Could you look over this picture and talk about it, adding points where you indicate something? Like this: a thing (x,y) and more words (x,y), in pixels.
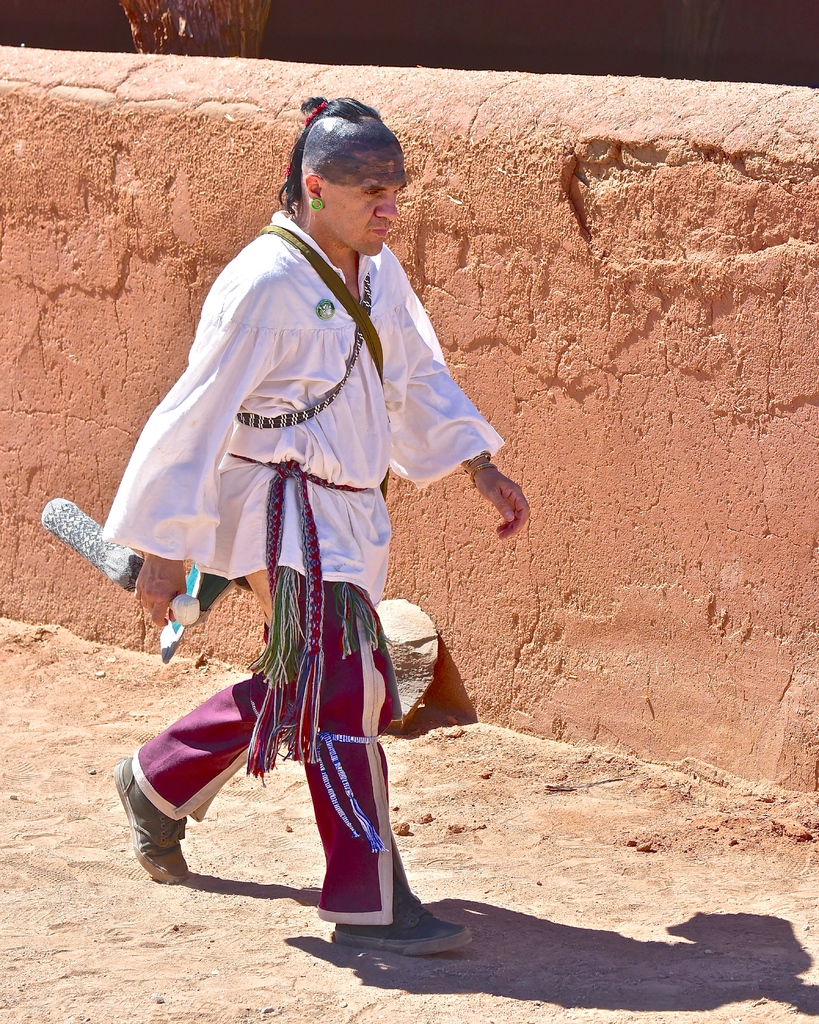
In this image I can see the person (349,560) is walking and wearing different color dress (230,710) and holding something. Back I can see the brown color wall (704,521) and the stone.
